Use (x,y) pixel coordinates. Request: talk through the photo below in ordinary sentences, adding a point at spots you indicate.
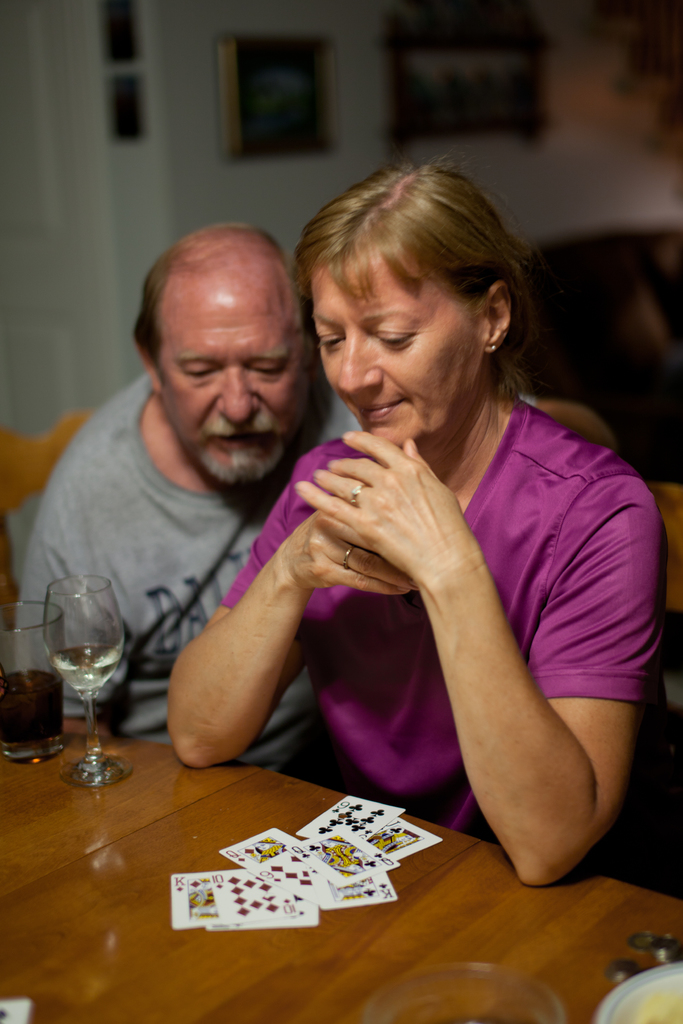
In this picture we can see a women (509,546) sitting here and man (140,451) sitting beside of the women (334,542) in front of them there is a table (145,919) on that table (171,912) there is some cards (320,902) on the table (343,917) we can see two glasses (49,669) filled with a liquid (55,712) and back side we can see a couch (624,316) and also the wall (544,135) we can see the frames photo (451,119).
